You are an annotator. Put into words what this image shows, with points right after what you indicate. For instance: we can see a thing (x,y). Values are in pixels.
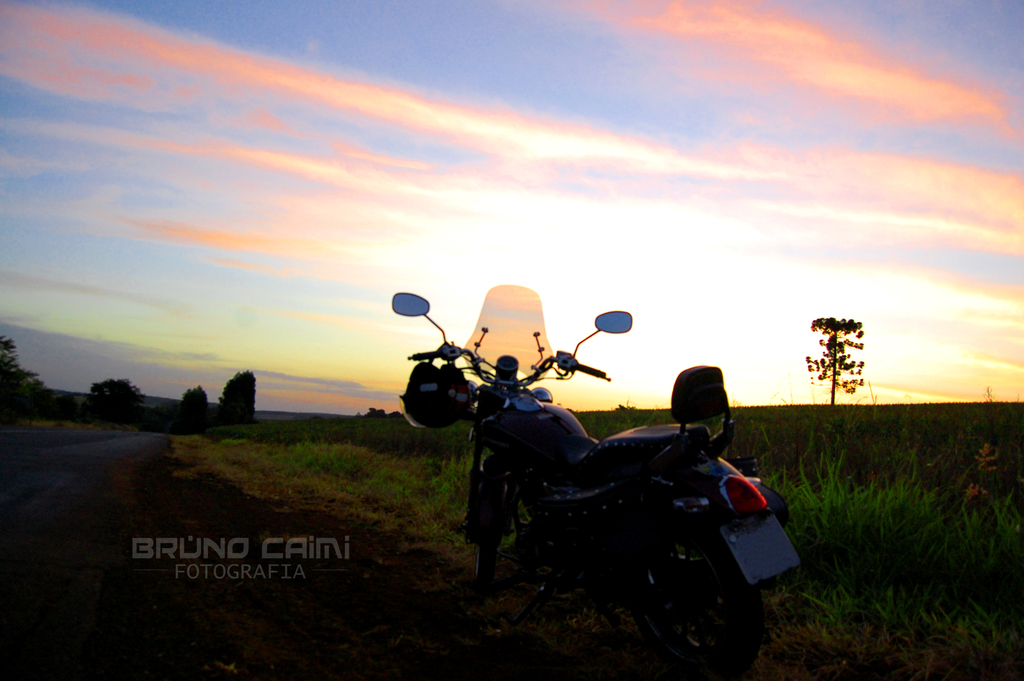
In this picture we can see a vehicle (549,546) on the path (315,518). There is a road (35,551). We can see a text (230,539) on the left side (226,573). Some grass (234,456) is visible on the right side (770,430). We can see a few trees (116,410) in the background (175,417). Sky (505,276) is cloudy.
